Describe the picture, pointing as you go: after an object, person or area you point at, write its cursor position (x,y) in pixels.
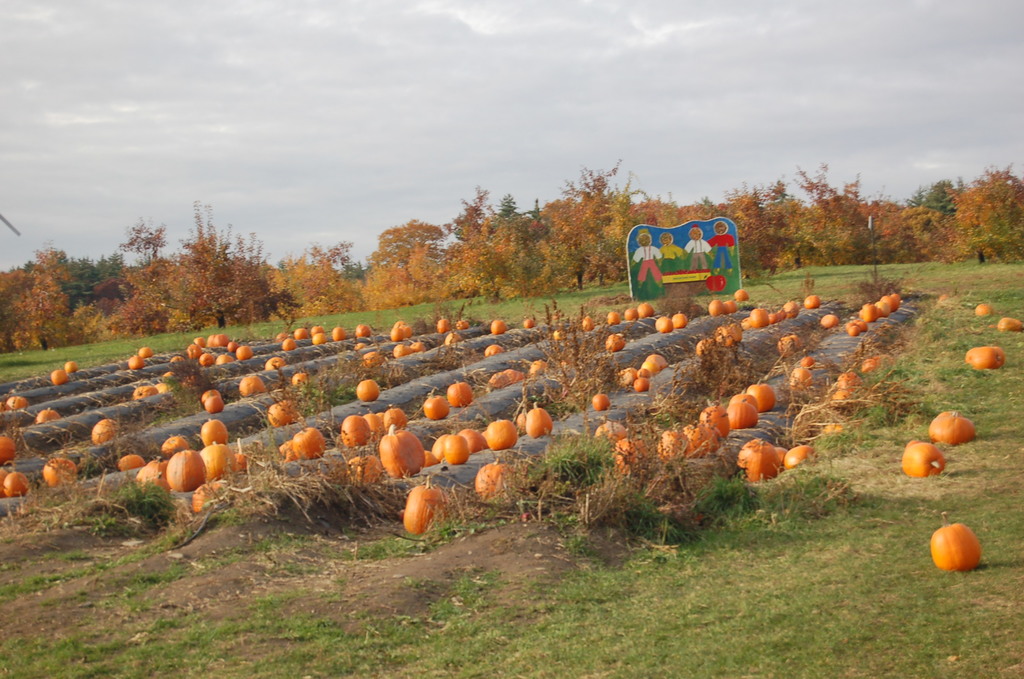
In this image, we can see pumpkins (679,318) which are placed on the land (452,546) and a grass (826,572). On the right side (688,276), we can see painting board (649,245), on the board (705,272), we can see a group of people (658,278). In the background (535,225), we can see some trees (588,246) and plants (386,297). At the top (279,113), we can see a sky (272,93) which is cloudy, at the bottom (238,539), we can see a grass (741,599) and a land (369,609).
